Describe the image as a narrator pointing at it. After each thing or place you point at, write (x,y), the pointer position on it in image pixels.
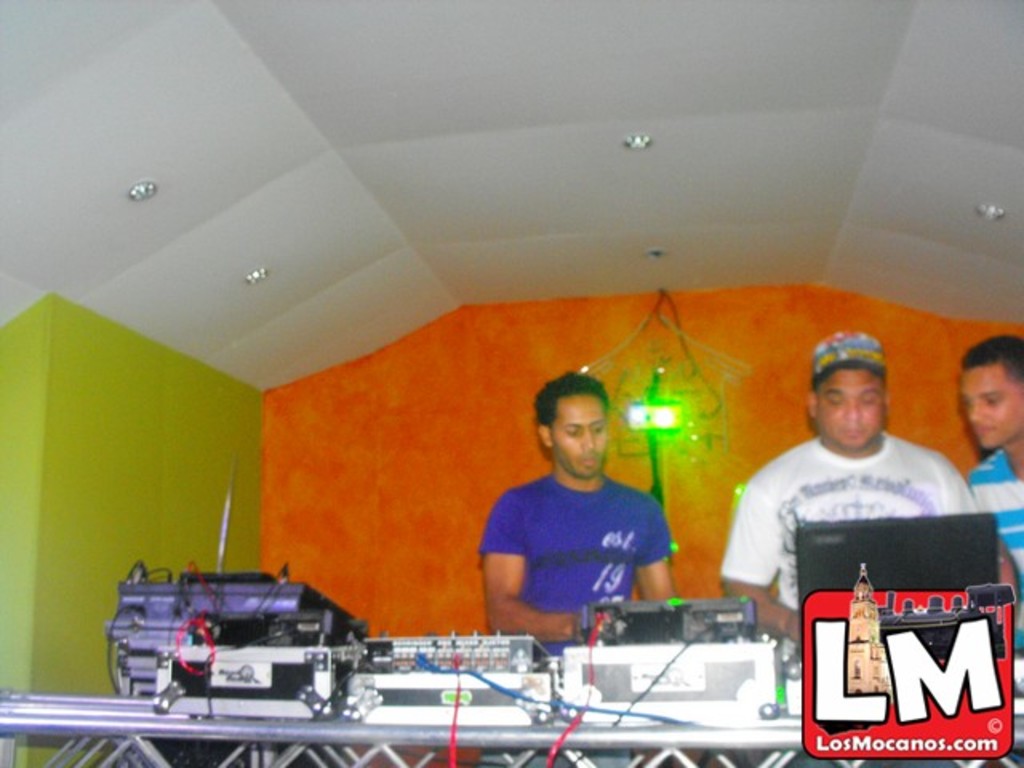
This picture describes about group of people (567,399), in front of them we can see few music controllers (359,668) on the table (23,718), and we can find few metal rods (214,729), in the background (649,419) we can see few lights (662,423).
